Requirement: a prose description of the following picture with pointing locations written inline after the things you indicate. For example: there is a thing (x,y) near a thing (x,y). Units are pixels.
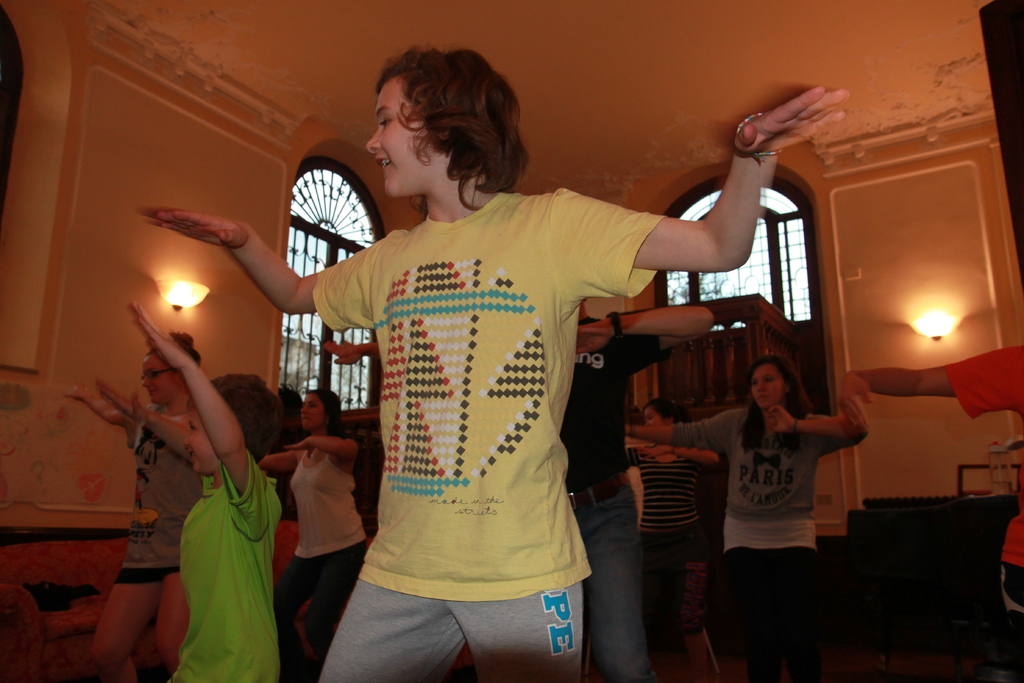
This picture is taken in a room (330,260). There is a girl (391,167) in the center (413,298) wearing a yellow t shirt (465,304) and grey trousers (550,629) and she is dancing. Beside her there is a kid (245,560) wearing a green t shirt (231,548). In the background (307,413) there are people (756,453) dancing. In the background (298,244) there is a wall (145,219) with windows (305,320) and lights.
